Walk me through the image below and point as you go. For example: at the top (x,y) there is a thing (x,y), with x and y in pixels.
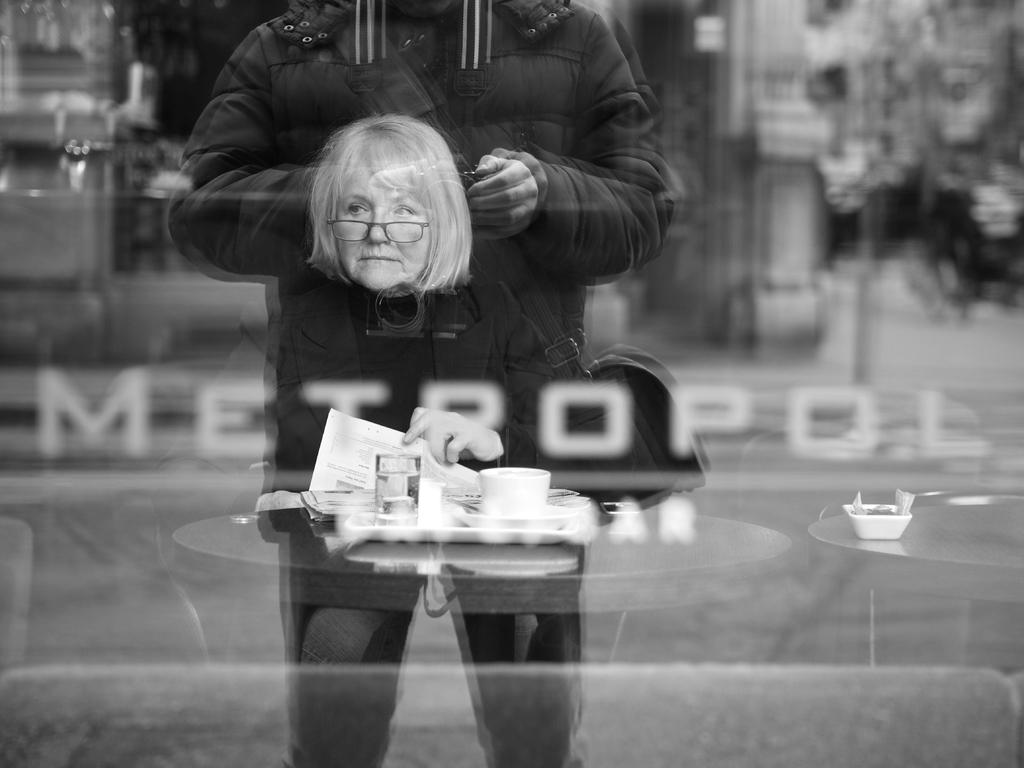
In the center of this picture (488,451) we can see the head (412,198) of a person (372,235) and a hand (462,429) of a person (460,445) holding a paper (382,454) and there are some objects (428,496) placed on the top of the table (480,575) and we can see a person (271,379) standing on the ground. The background of the image (984,128) is very blurry. In the center (445,385) there is a text (669,416) on the image.
